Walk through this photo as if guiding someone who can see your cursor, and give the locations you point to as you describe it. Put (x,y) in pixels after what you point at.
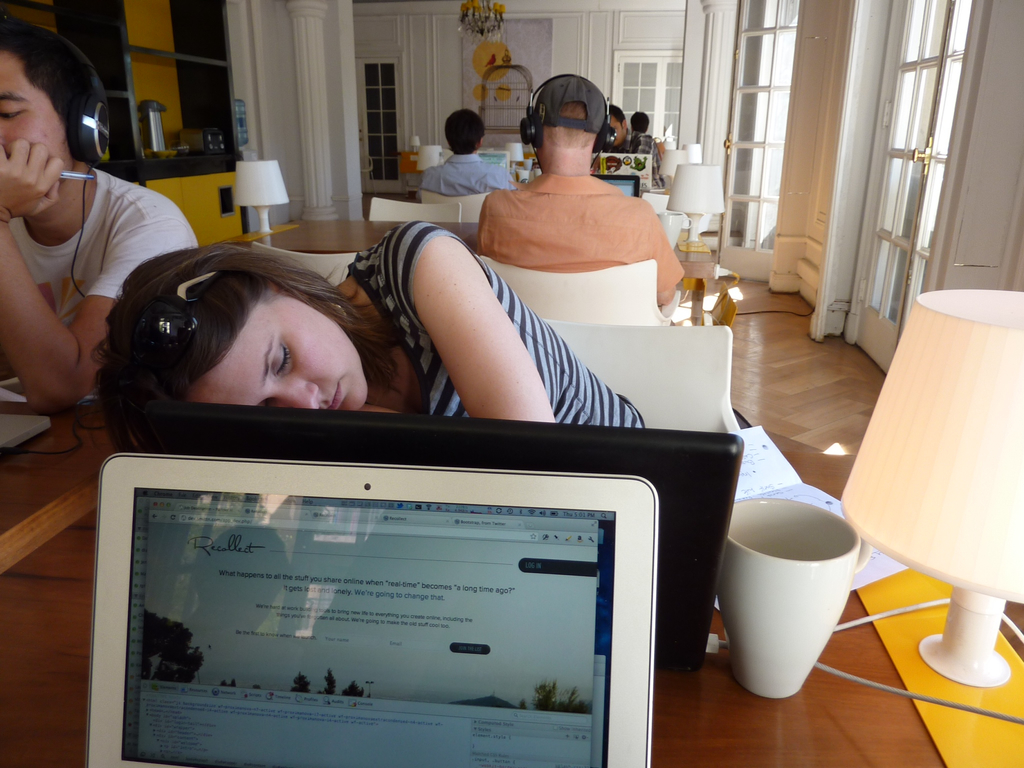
In this picture we can see some persons (449,314) sitting on the chairs (683,400). This is table (741,697). On the table (764,716) there are laptops (609,580), and a cup (829,596). These are the lamps (691,177). And this is floor (836,373). On the background (375,74) we can see door (363,78). And there is a wall (284,91).
